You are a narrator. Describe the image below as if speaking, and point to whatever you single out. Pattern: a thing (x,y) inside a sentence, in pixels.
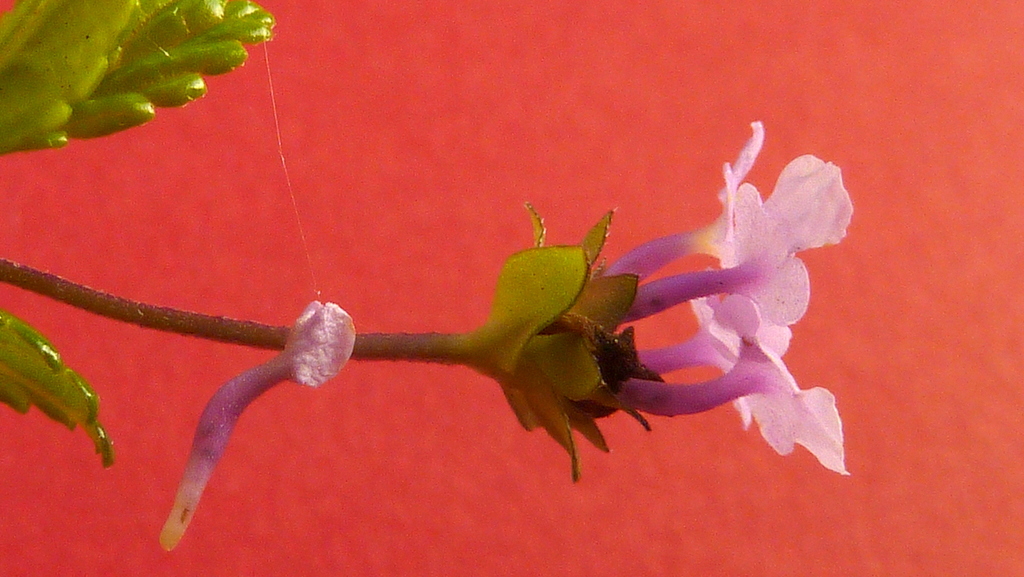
In this image I can see few flowers (739,282) which are pink in color to a tree (192,55) which is green in color and I can see the orange and red colored background (331,125).
